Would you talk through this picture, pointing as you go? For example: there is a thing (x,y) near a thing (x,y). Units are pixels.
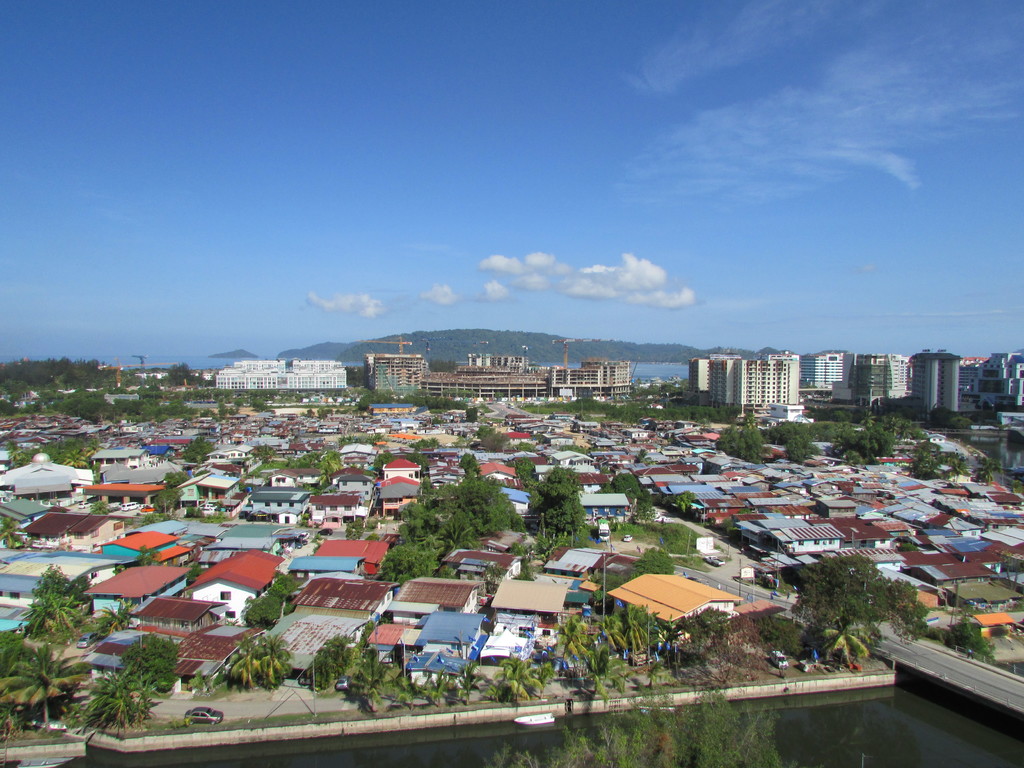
In this image we can see the overview of the city (722,514). The sky (649,174) is in blue color with little clouds (583,290). Bottom of the image (788,735) water (873,742) is present.
